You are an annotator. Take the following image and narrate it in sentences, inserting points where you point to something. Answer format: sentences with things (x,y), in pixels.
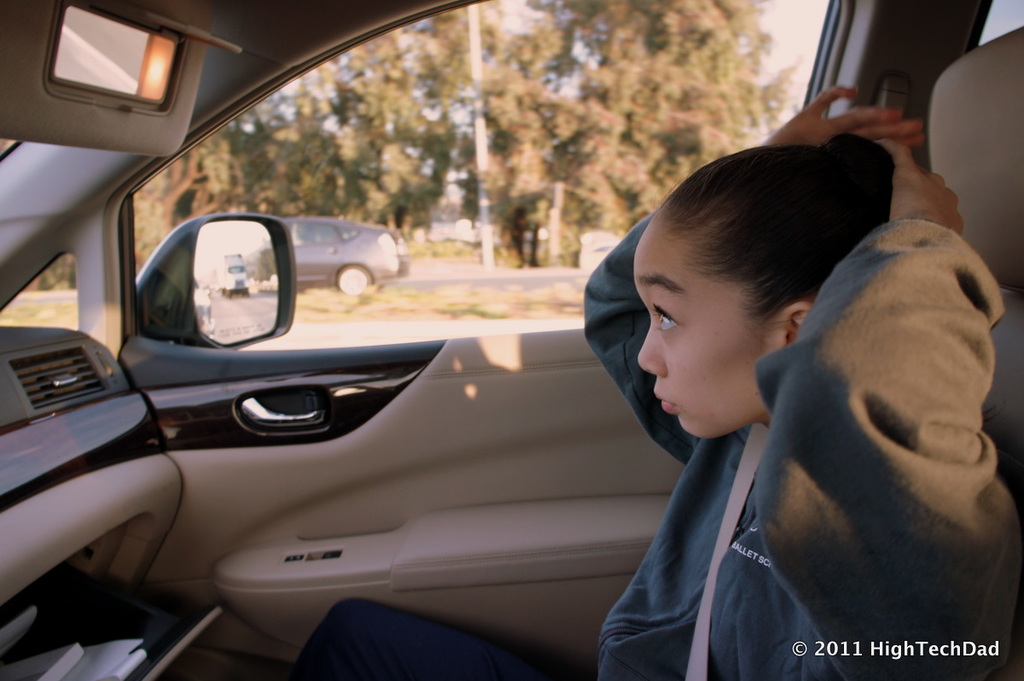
In this image i can see a woman (728,472) sitting on the car (607,455), And on the back ground (473,132) i can see trees (654,110) and there is a another vehicle (358,240) on the left side (341,264).
